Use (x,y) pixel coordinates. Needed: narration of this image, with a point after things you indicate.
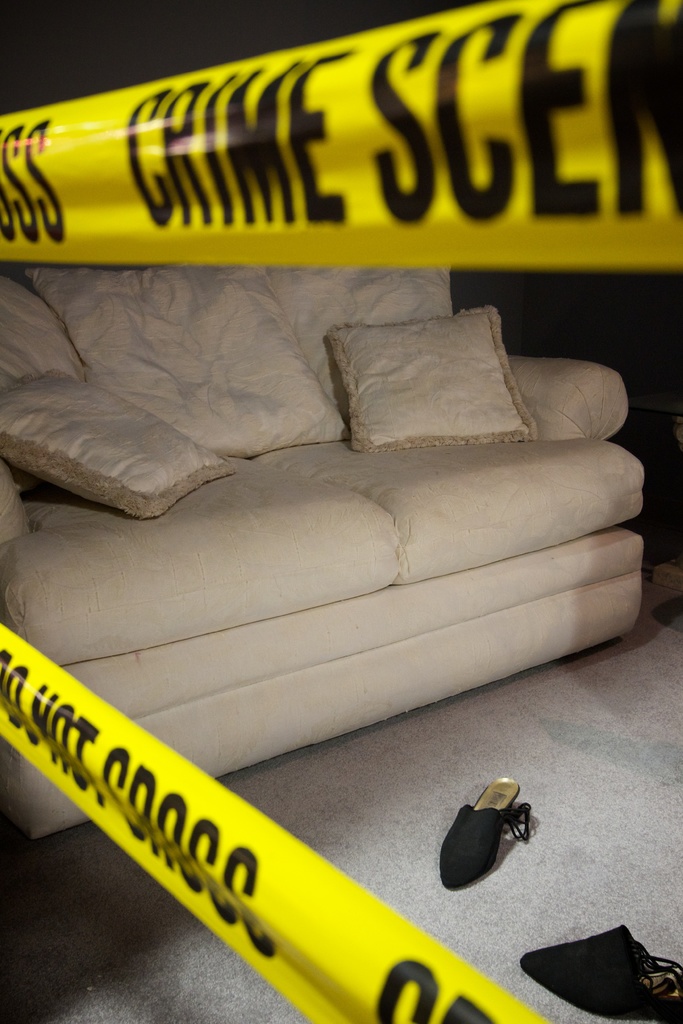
There is a white color sofa (391,526) and three pillows (433,382) on it. We can see yellow color plaster (297,203) and two chappals (585,964).
